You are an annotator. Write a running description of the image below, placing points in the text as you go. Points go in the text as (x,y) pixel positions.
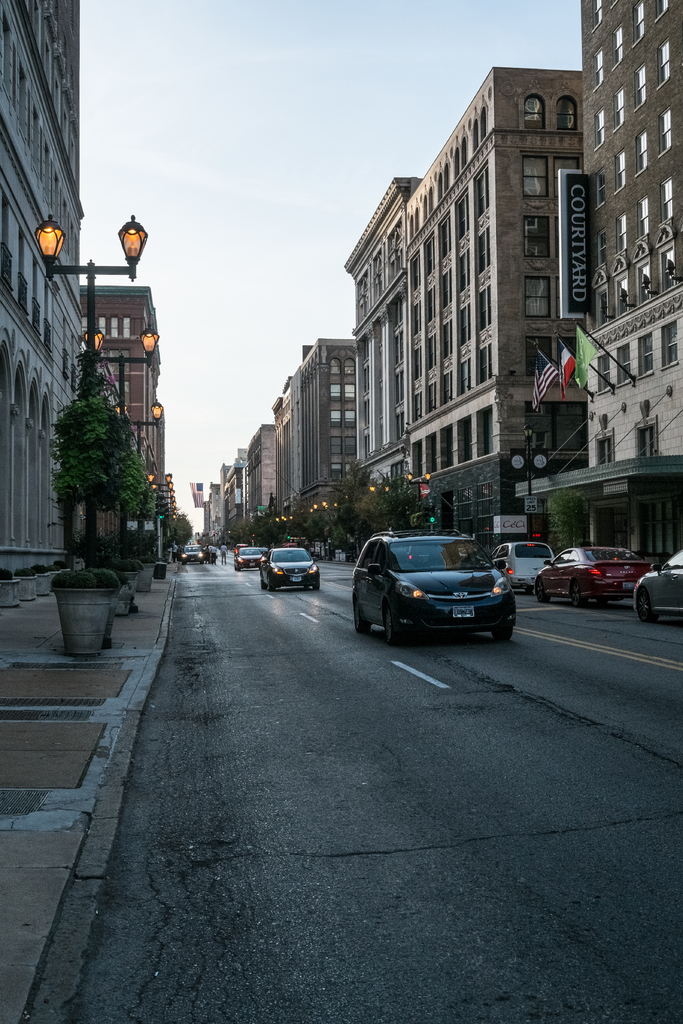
In this image we can see some vehicles (564,555) on the road (405,806) and there are some street lights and potted plants (125,560). We can see some buildings (153,438) and on the right side (599,513), we can see a building (590,513) with a board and three flags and at the top (320,100) we can see the sky (318,215).
